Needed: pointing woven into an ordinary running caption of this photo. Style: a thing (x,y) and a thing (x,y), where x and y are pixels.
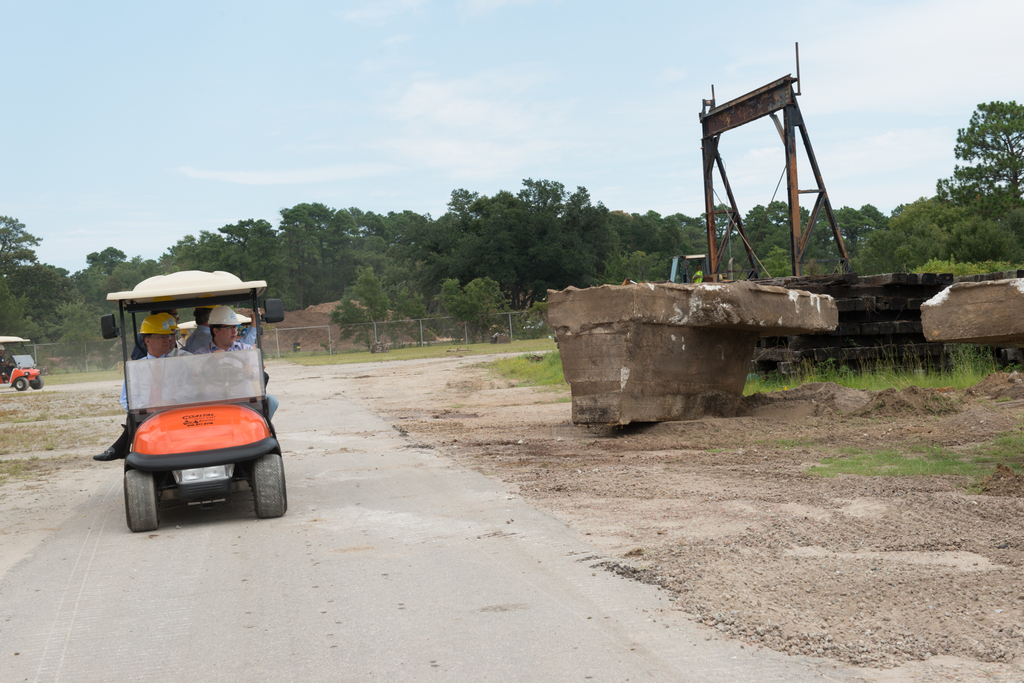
In this image there is a vehicle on the road (243,642). Few persons (220,352) are sitting inside the vehicle (173,358). They are wearing caps (167,322). Right side (971,318) there are few objects (742,321). Behind there are metal rods (796,216). Left side (0,374) there is a vehicle (18,361) having a person (2,359) sitting inside it. Behind it there is a fence (315,335). Behind it there are few trees (97,322). Top of the image (474,77) there is sky (561,146).
